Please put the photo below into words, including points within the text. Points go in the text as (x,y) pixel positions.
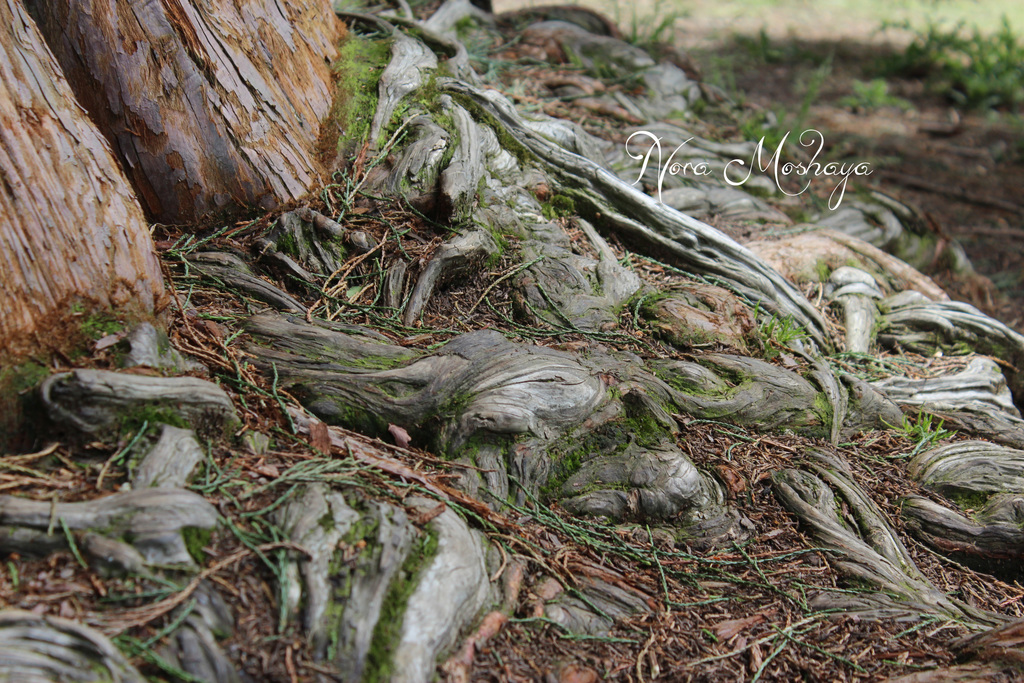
In this image we can see the tree trunks (243,72), grass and text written on the image.
